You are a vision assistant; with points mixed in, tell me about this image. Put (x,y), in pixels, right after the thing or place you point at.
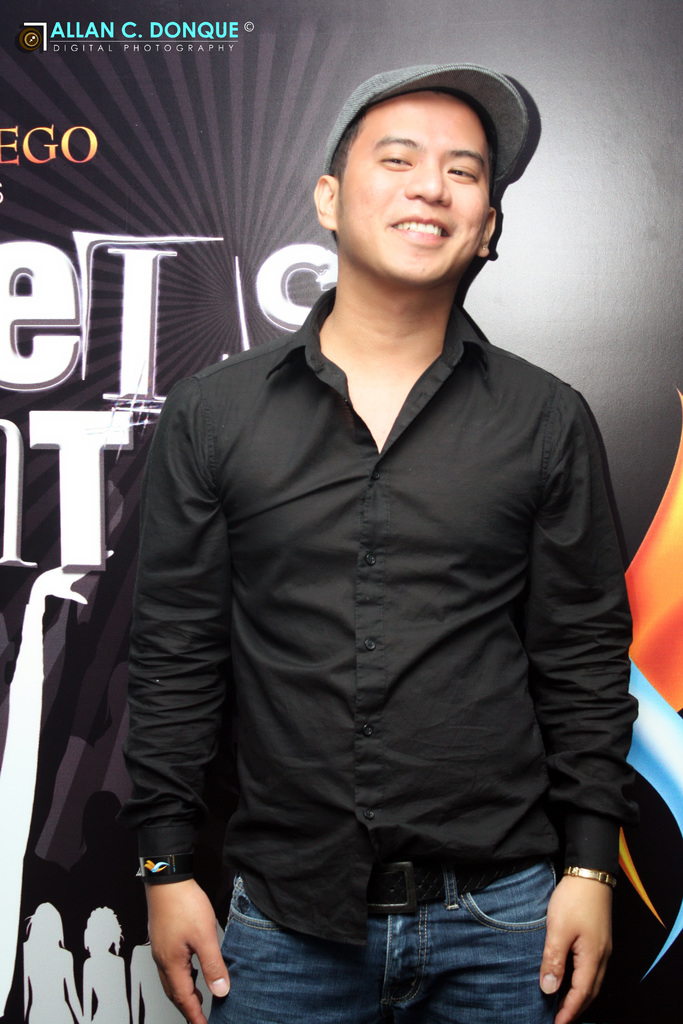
In the center of the picture (236,679) there is a man (497,518) in black shirt (332,501) standing and smiling. In background (44,121) there is a banner (372,4).
